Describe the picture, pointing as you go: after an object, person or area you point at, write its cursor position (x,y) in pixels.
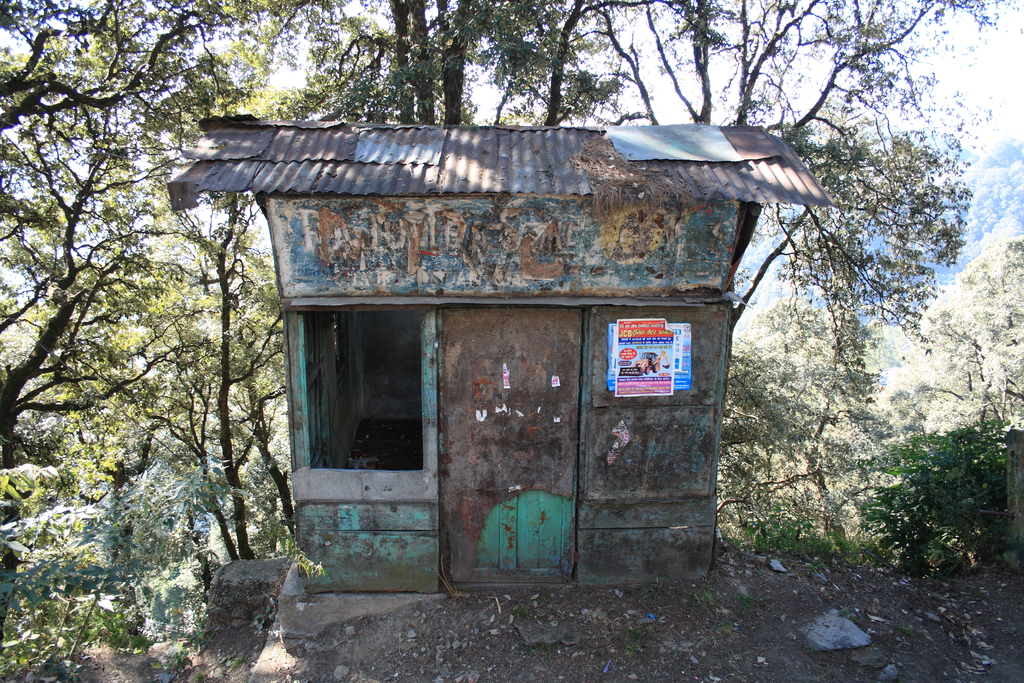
In this image we can see a wooden house (532,318) with tin shed (471,148). At the bottom of the image (592,629), we can see the land (911,620). In the background (125,158), we can see trees (953,367). There is a poster (639,348) on the wall (708,360) of the house (593,353).
